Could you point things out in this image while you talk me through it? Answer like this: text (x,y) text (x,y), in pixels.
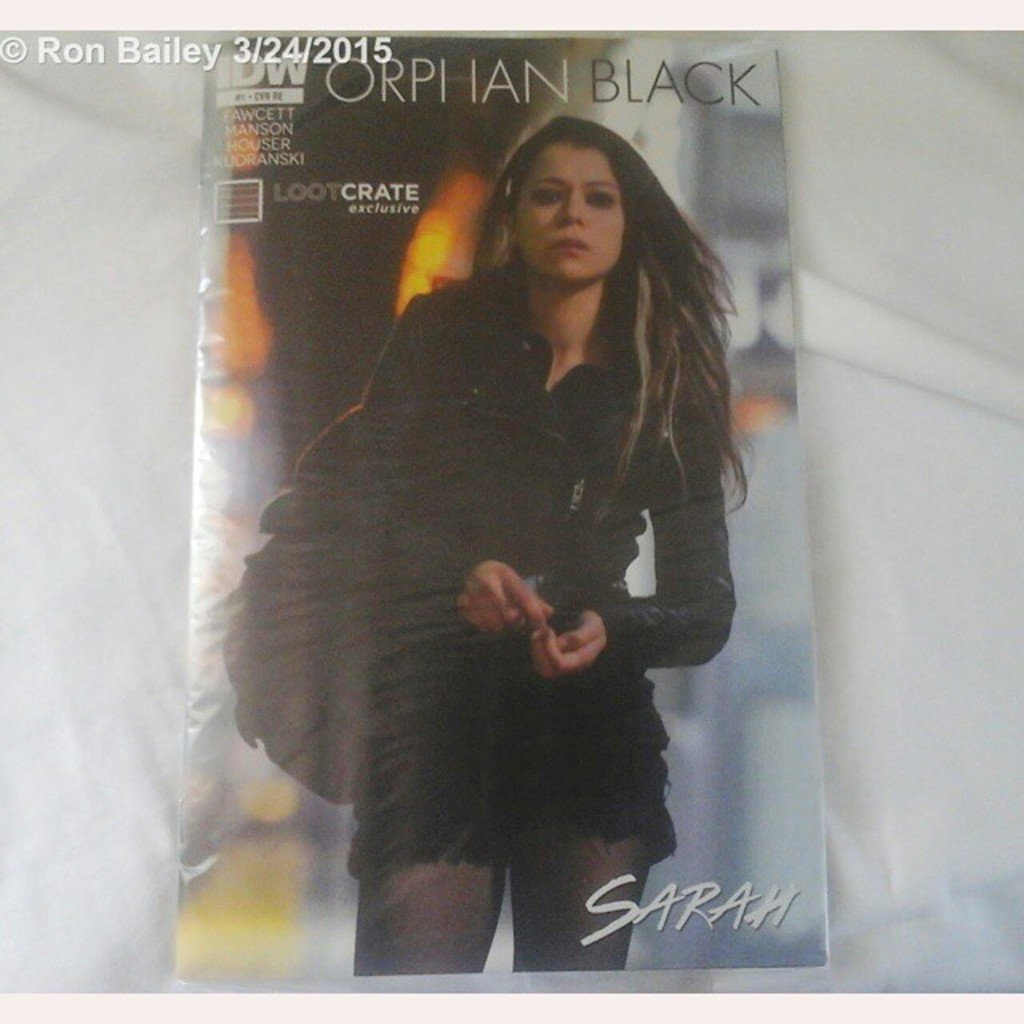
In this image a magazine (668,485) is kept on a cloth (895,475). On the cover (386,702) of the magazine (483,403) a lady (544,298) wearing black dress (443,649) is there.
